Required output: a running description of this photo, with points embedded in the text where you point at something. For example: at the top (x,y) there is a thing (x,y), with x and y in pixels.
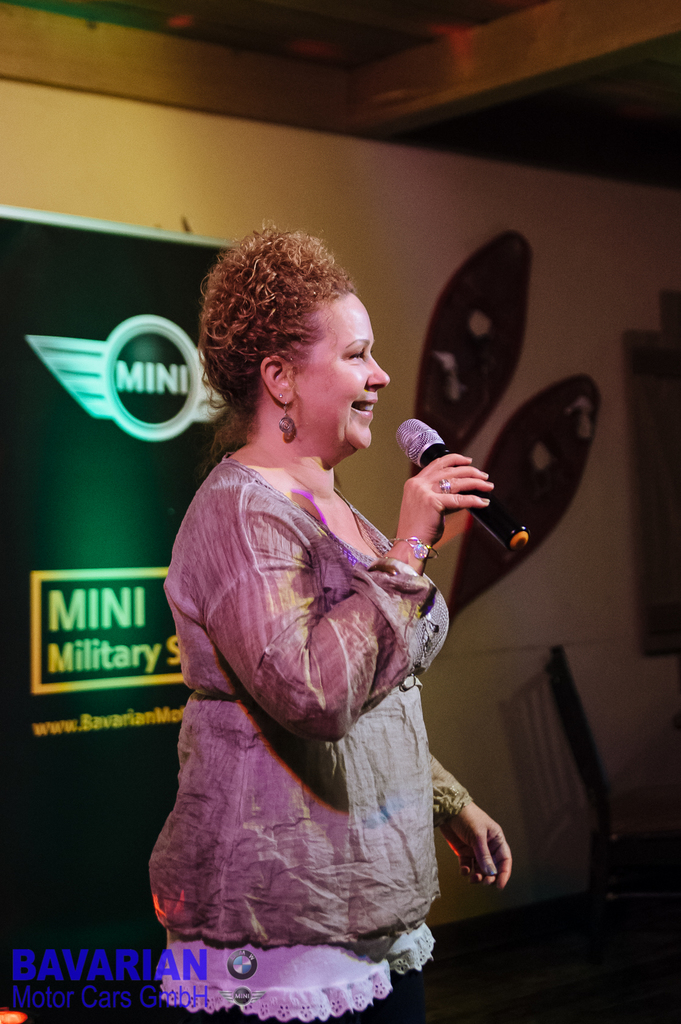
In this picture there is a woman (255,743) holding a mic (525,527) and smiling. In the background (93,654) there is a poster (114,424) and a wall (218,177) here.
